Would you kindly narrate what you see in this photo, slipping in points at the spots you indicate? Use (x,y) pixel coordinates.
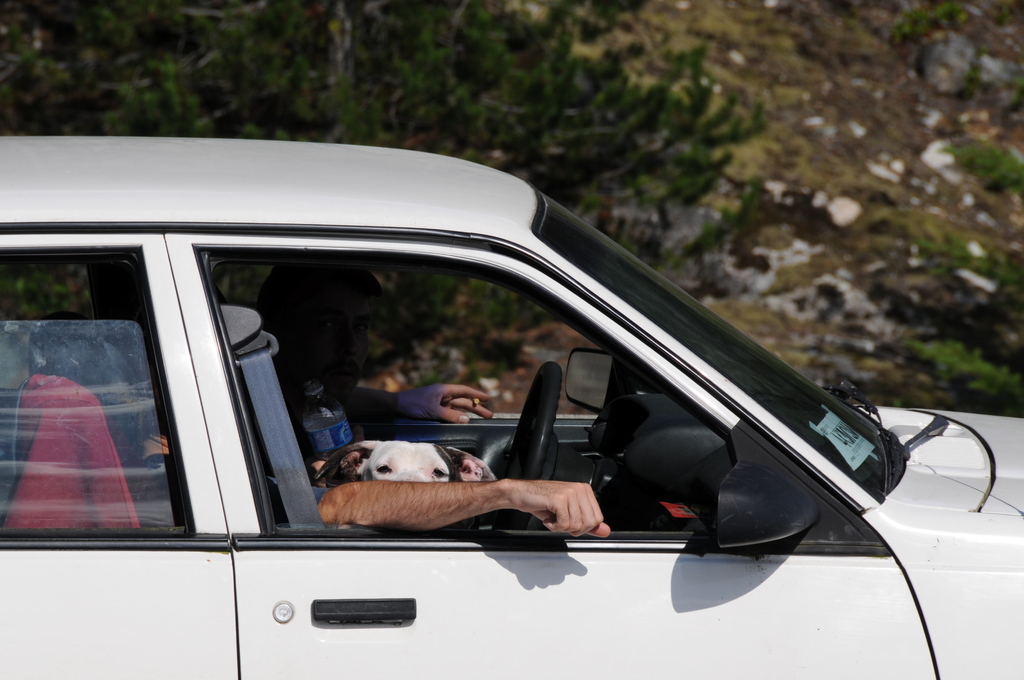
In this image I can see the person (351,388) sitting inside the vehicle (578,636). The vehicle (633,633) is in white color. I can also see the dog (370,476) and bottle (332,436) on the person (405,485). In the background (525,62) there are many trees (402,106).
